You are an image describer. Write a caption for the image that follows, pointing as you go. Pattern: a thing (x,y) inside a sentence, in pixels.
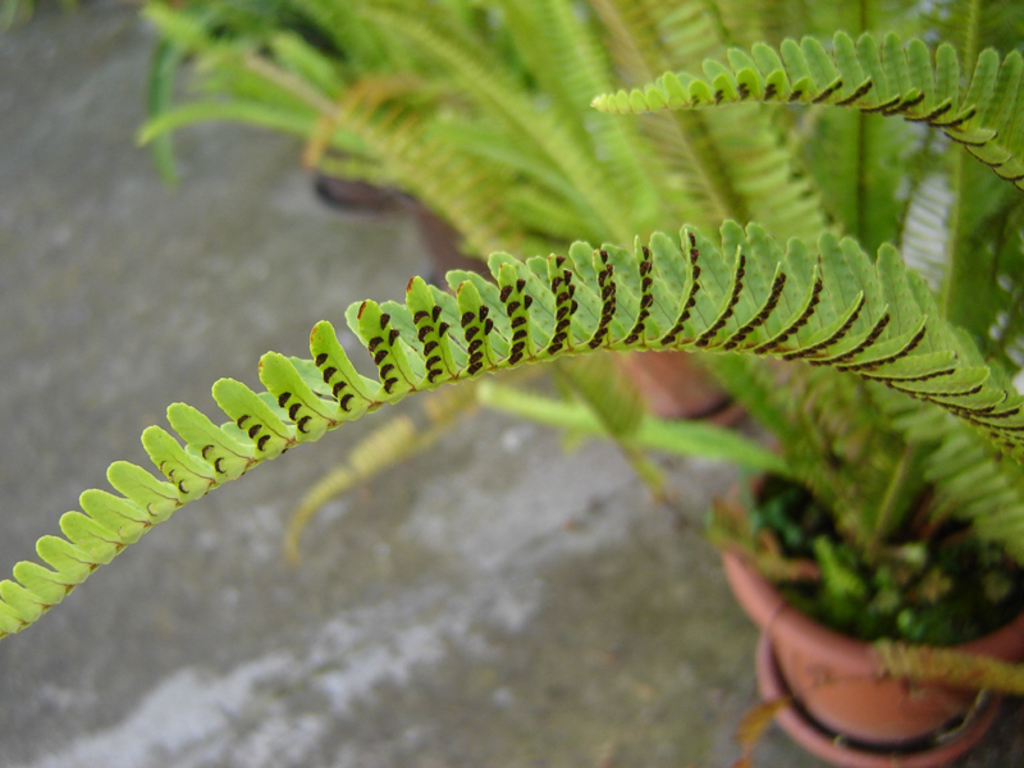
On the right side (716,84) we can see leaves (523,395) of a plant (445,381). In the background (573,125) there are plants (857,16) in the pots (389,182) on the ground (211,371).
